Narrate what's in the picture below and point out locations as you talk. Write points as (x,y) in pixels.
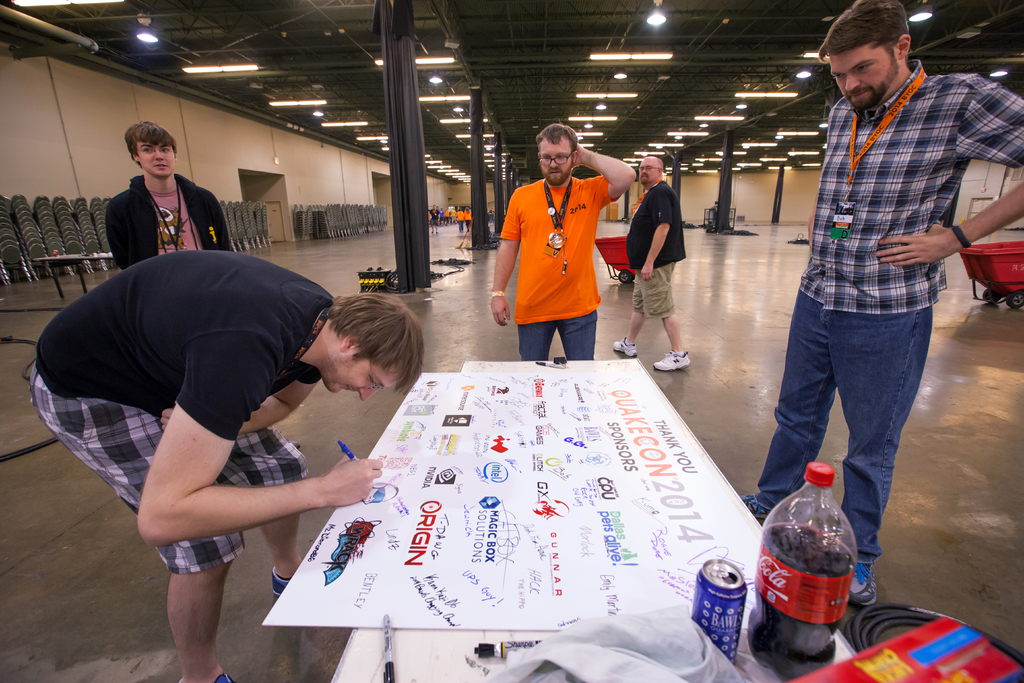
In the middle of the image (538,306) a man (557,139) is standing and watching. Top right side of the image (873,17) a man (933,178) is standing and watching. Left side of the image (147,250) a man (205,242) is watching. Bottom left side of the image (201,607) a man (407,376) is writing. Bottom of the image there is a table (472,363). On the table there is a bottle (840,509), Beside the bottle (761,572) there is a tin (723,647). At the top of the image (472,58) there is a roof (624,64) and light (669,57). In the middle of the image (656,306) there are some group of people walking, Behind them there is a wall (349,190).
